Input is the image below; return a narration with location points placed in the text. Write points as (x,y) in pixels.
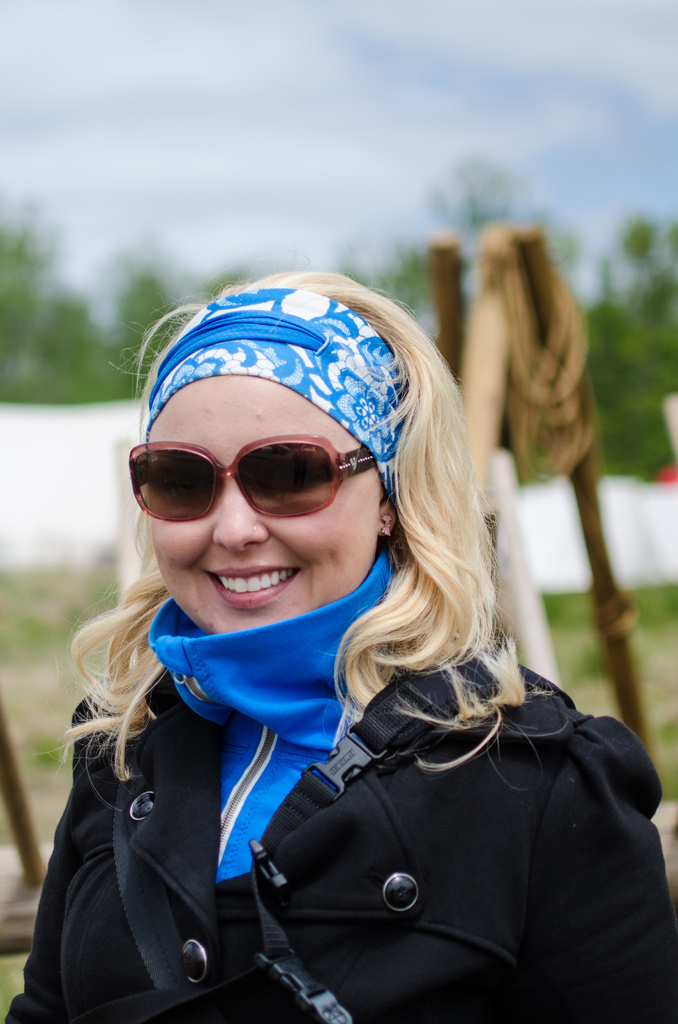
In this image there is a lady (254,914) standing wearing a coat (374,865), glasses (198,488), in the background (436,289) it is blurred.
